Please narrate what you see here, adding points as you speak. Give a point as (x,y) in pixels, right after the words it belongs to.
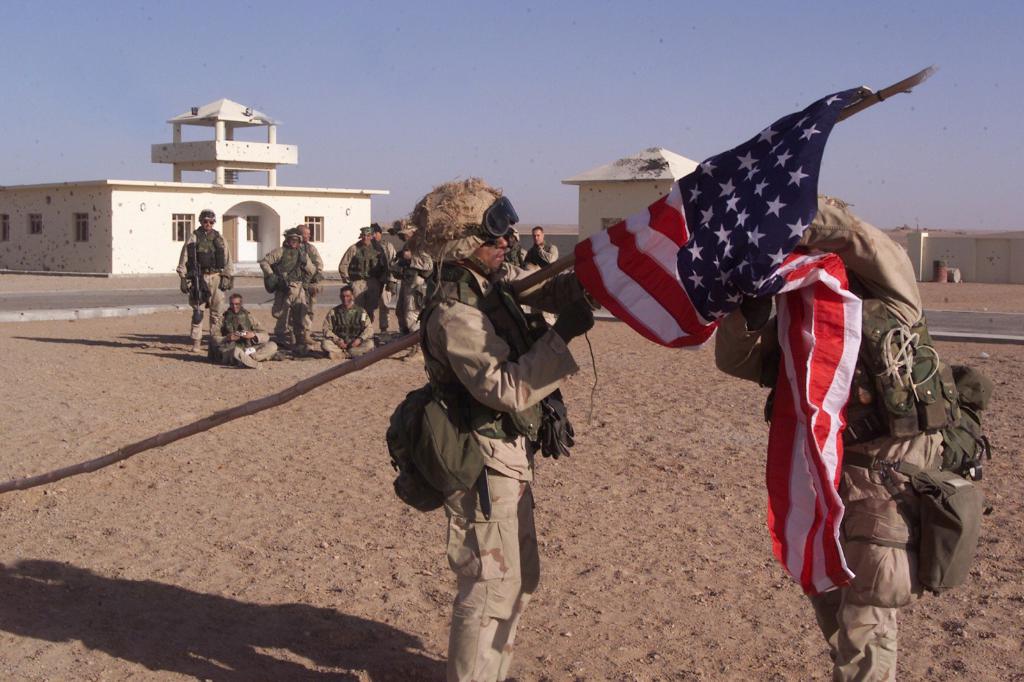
There is a person (500,367) holding stick (405,343), which is having flag (792,160) and other persons (896,481) holding that flag (792,220), on the sand surface (802,599) of a ground (203,594). In the background (340,336), there are persons (353,329) sitting on the ground (409,358), there are persons (404,319) standing on the ground (987,351), there are buildings (641,196), there is a road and there is blue sky (732,83).
